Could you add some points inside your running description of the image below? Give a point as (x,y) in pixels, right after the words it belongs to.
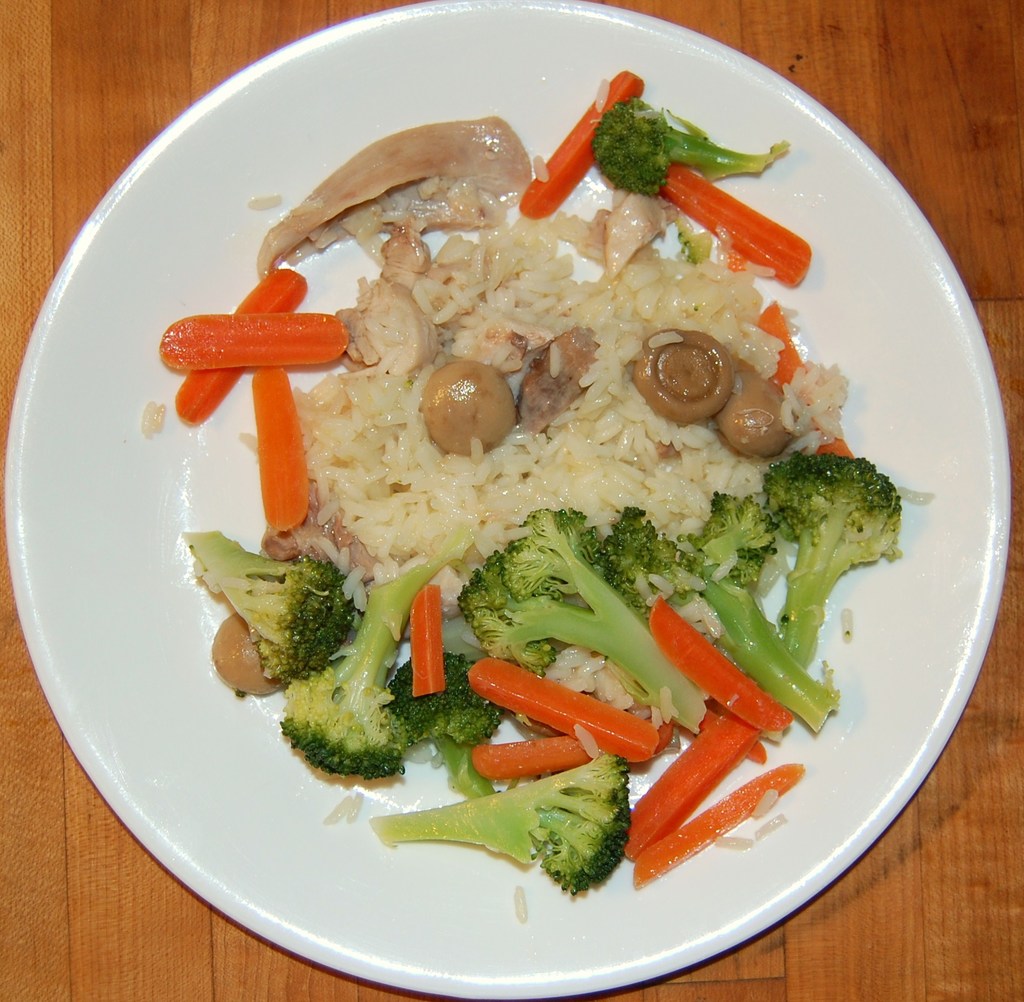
In this picture we can see a plate (403,804) here, there are some pieces of carrot (640,737), broccoli (612,760) and some rice (618,436) present in the plate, at the bottom (892,922) there is a wooden surface (876,869).
